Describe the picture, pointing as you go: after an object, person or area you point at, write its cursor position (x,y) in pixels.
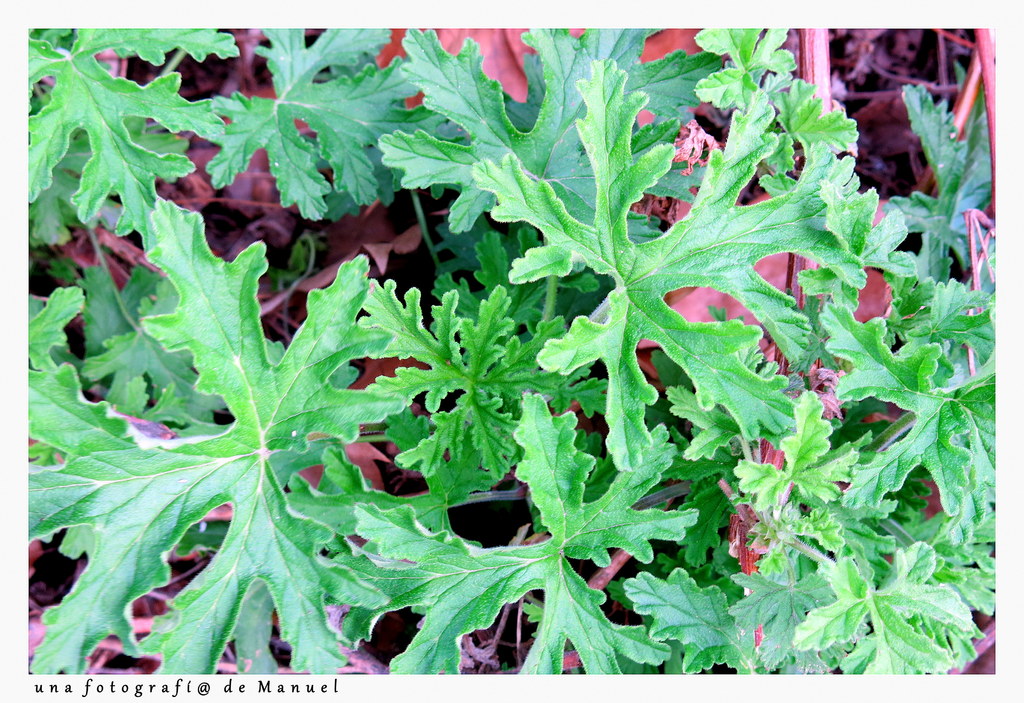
In this picture we can observe green color plants (782,593). There are some pink color leaves (338,222) under these plants (754,314). We can observe black color watermark (150,688) on this picture on the left side (202,682).
